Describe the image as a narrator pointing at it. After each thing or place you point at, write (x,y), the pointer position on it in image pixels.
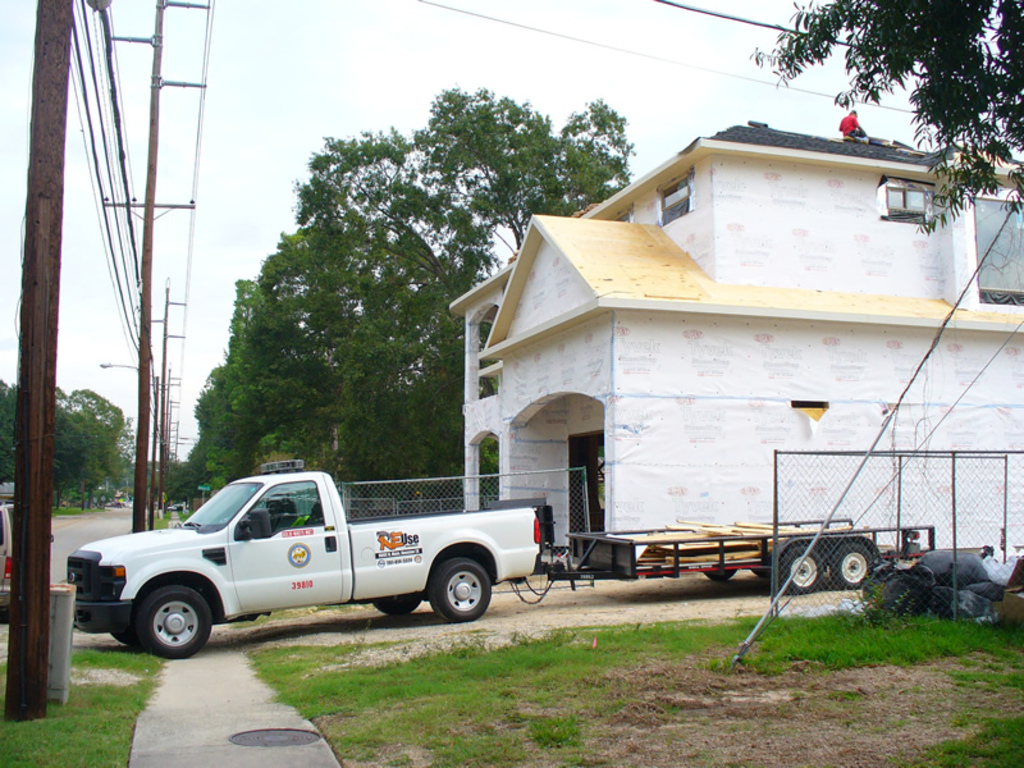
In this image on the right side (697,669), I can see the grass (543,689). I can see the vehicles (157,540) on the road (118,524). On the left side (144,279) I can see the poles (45,337). In the background (136,342), I can see a building (479,353), the trees (295,400) and the sky (309,116).
